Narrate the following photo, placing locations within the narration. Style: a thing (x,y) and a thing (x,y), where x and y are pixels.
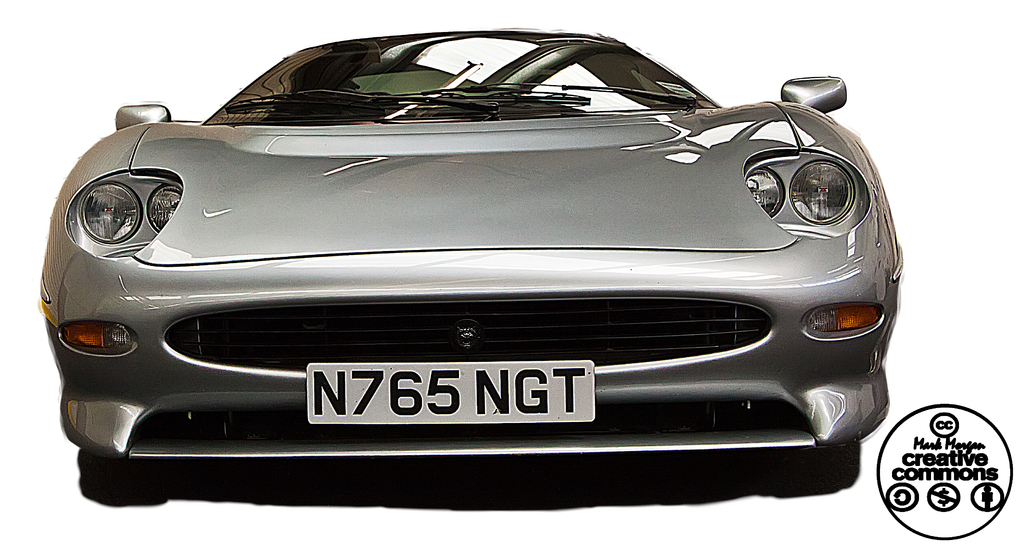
In this image I can see a car (467,94) and I can see a name plate (504,395) attached to the car (762,388) and background (44,99) is white and on the right side (927,476) I can see a text (927,463).
